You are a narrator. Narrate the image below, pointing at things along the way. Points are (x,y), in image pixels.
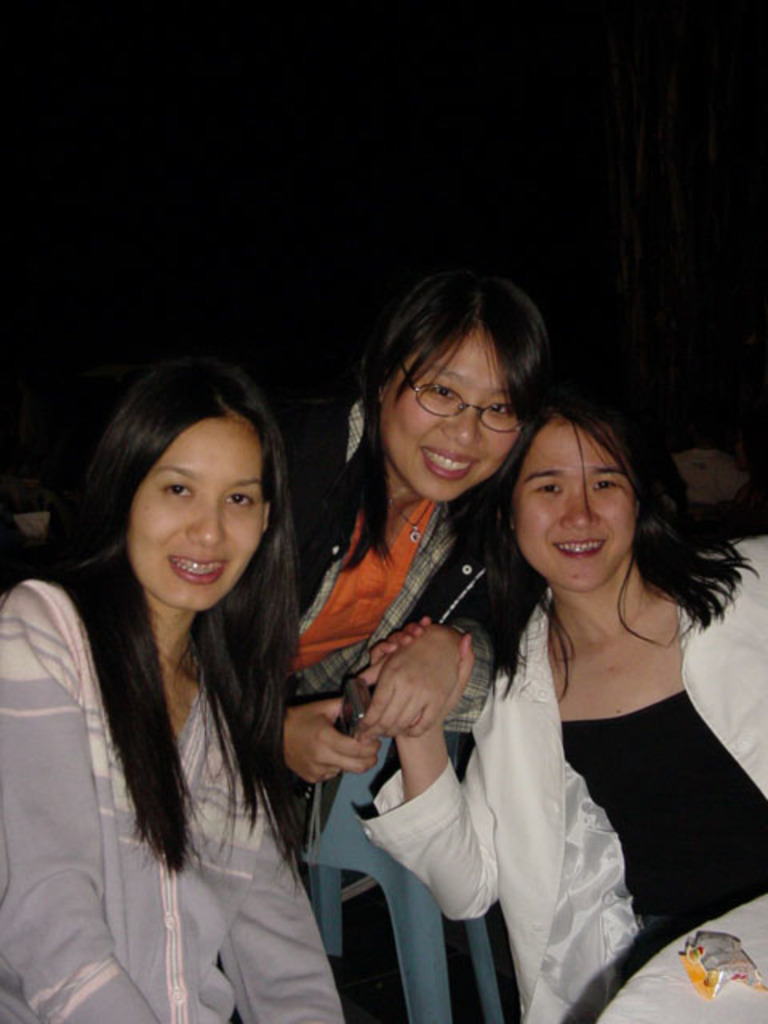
In this picture there are two persons (634,611) sitting and smiling and there is a woman (418,589) standing and smiling and holding the device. At the back (761,458) there is a chair (315,881) and there are group of people (5,479).
